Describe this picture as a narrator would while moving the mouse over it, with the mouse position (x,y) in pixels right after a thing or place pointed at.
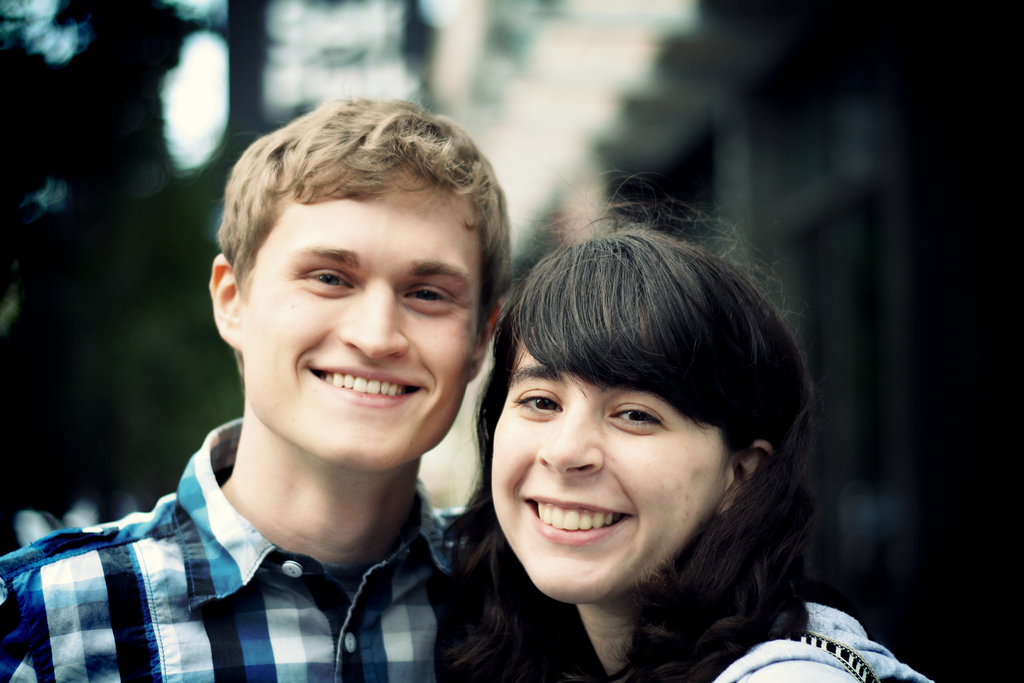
In the foreground of a picture there is a man (362,522) and a woman (656,467), they are smiling. The background (44,354) is blurred.
